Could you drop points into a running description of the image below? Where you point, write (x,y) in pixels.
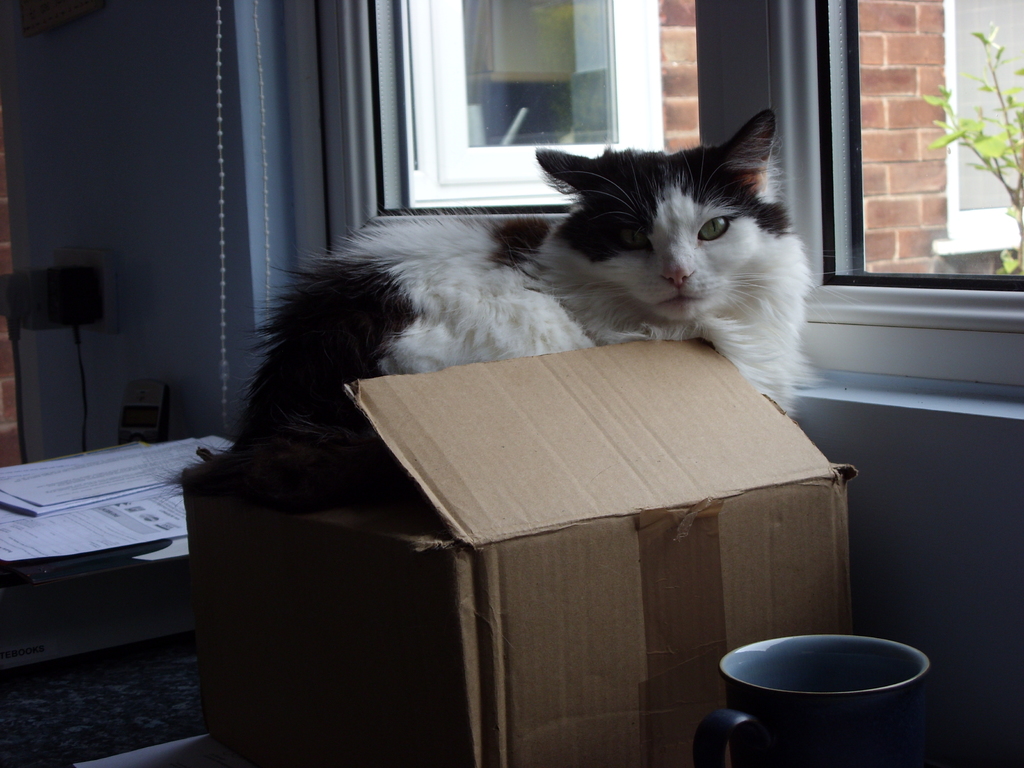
In this image I can see carton box (575,573), a mug (714,715), windows (428,149), a plant (1023,105), few papers (103,496) and a cat (461,319). On these papers (101,510) I can see something is written. I can see color of this cat (685,236) is black and white.
